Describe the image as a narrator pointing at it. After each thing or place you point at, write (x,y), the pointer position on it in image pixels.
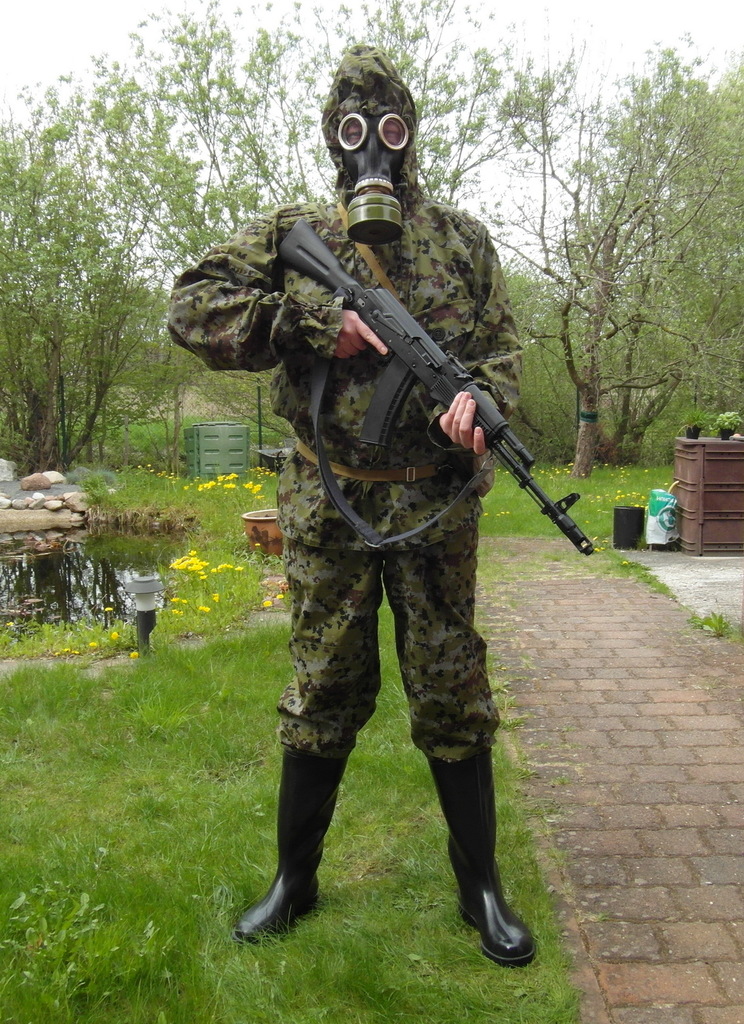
In this image there is a person (431,689) wearing a face mask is holding a gun (410,325) in his hand (343,331), behind the person (251,332) there are trees (175,370), and there is grass (243,661) on the surface (226,726).
